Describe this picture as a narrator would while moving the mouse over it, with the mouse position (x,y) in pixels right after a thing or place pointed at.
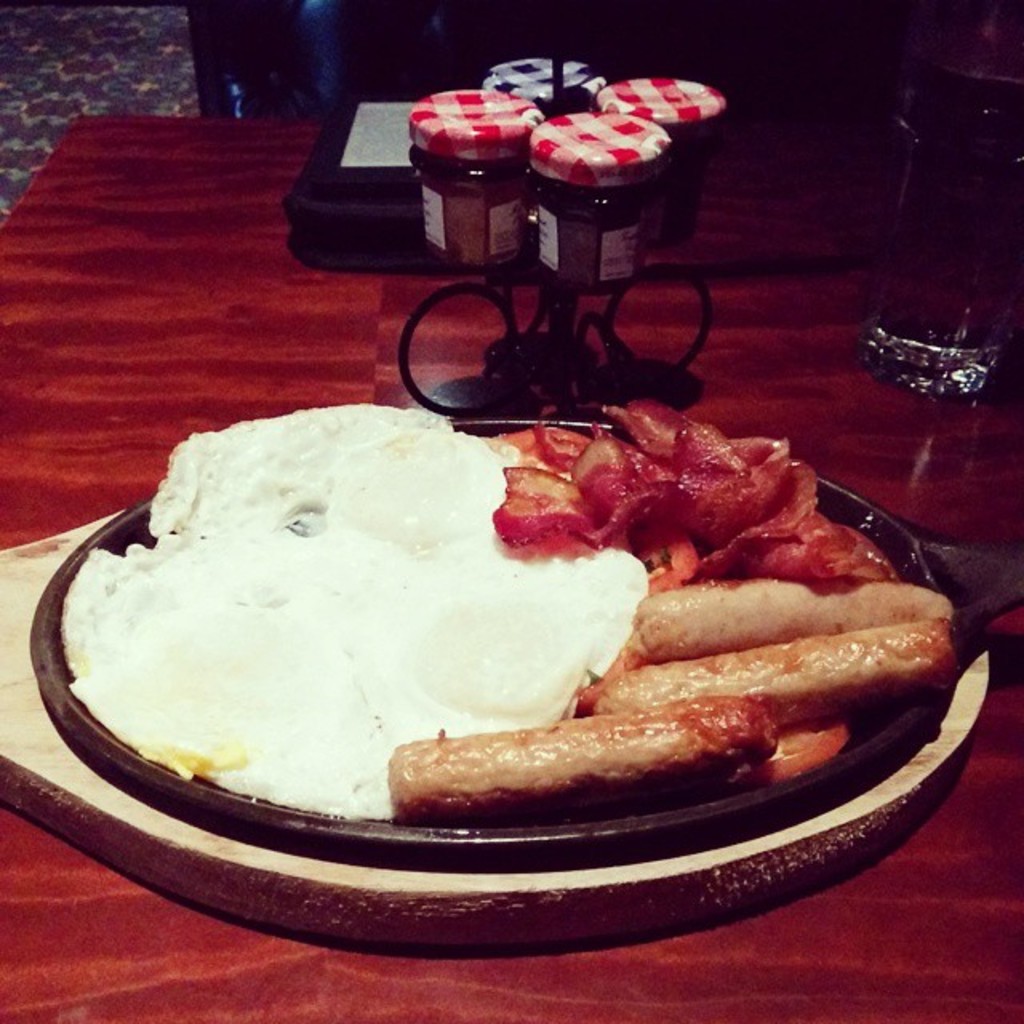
In this image I can see a table (207,347) with some food items (593,560) on it.
